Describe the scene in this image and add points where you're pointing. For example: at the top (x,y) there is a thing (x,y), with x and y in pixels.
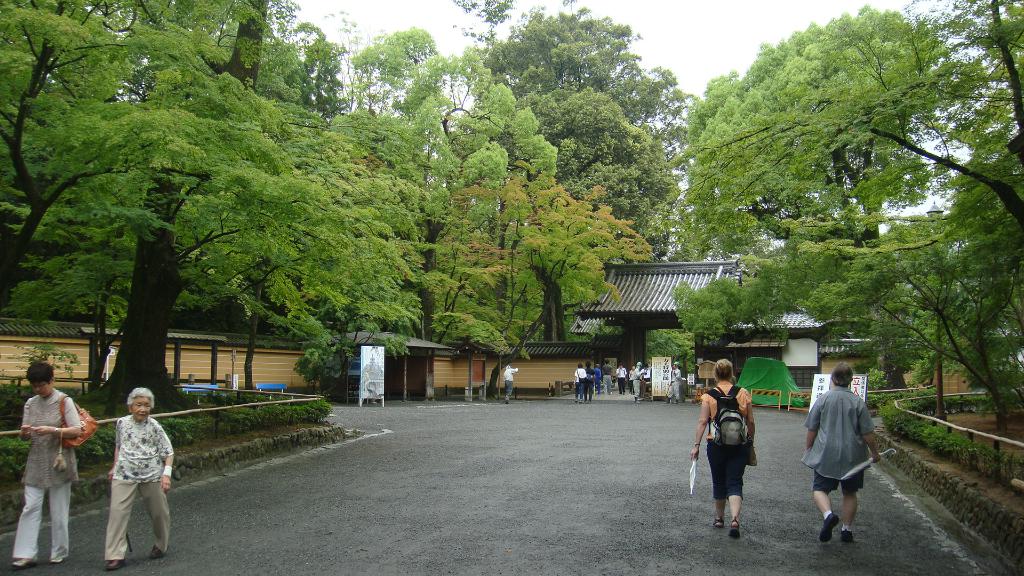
In the foreground of the picture (836,383) there are people (833,455) walking down the road (527,449). On the right side (920,438) there are trees (971,250), plants (901,417) and hoarding (820,390). On the left (201,191) there are trees (253,277) plants (323,373) and building (418,345). In the center of the background (641,297) there is a building (641,330) and there are people (609,367). Sky (732,37) is cloudy.
